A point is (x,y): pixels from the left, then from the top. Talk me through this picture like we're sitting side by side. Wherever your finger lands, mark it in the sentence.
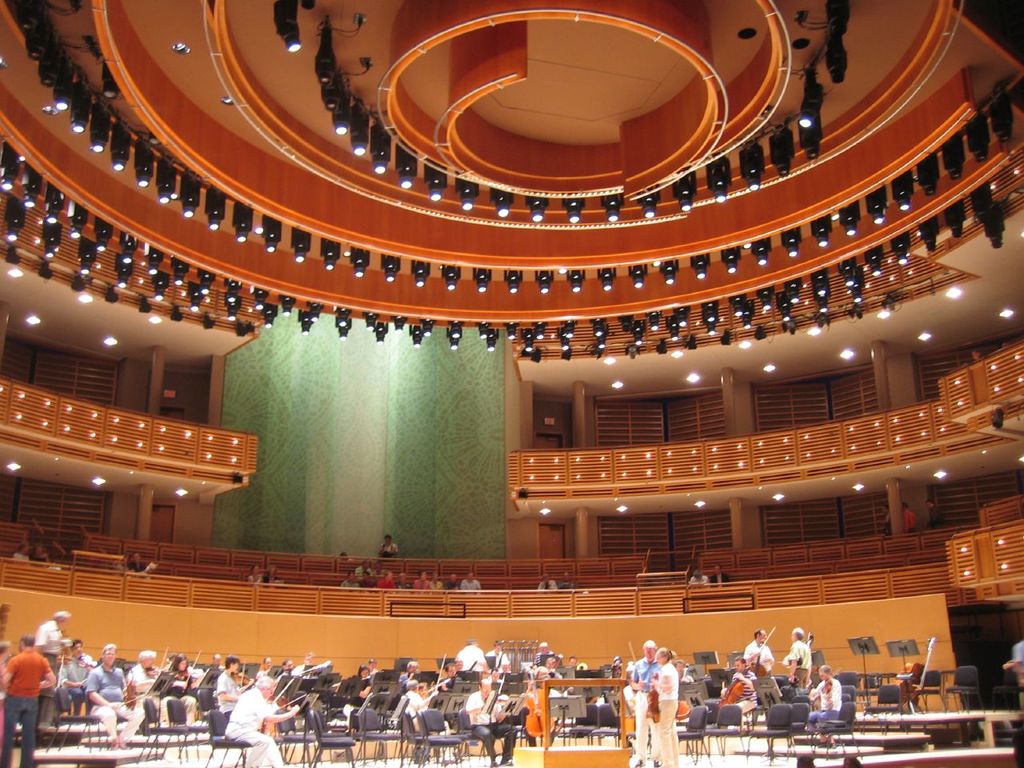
At the bottom of the image (145,668) there are people (217,684) sitting and playing musical instruments (727,699). There are people (668,714) standing. At the top of the image (611,87) there is ceiling (4,140) with lights (14,150). There is wall (401,444). There is railing (789,447).
